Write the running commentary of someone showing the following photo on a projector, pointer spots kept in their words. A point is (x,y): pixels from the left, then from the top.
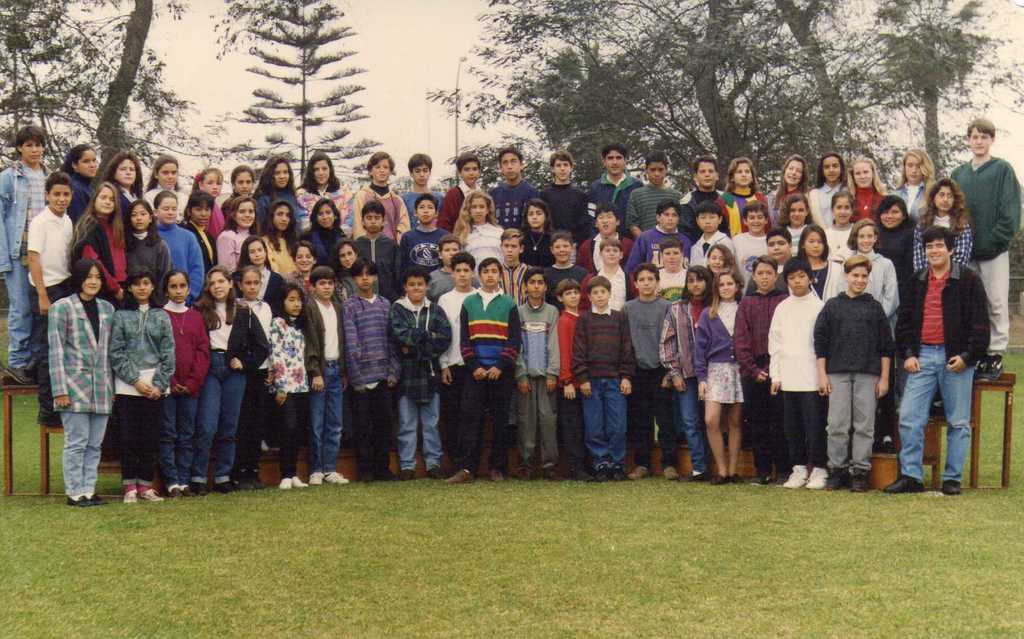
In this image there are group of children (501,473) standing on three steps (971,459) on a grass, behind them there are so many trees (784,104).
